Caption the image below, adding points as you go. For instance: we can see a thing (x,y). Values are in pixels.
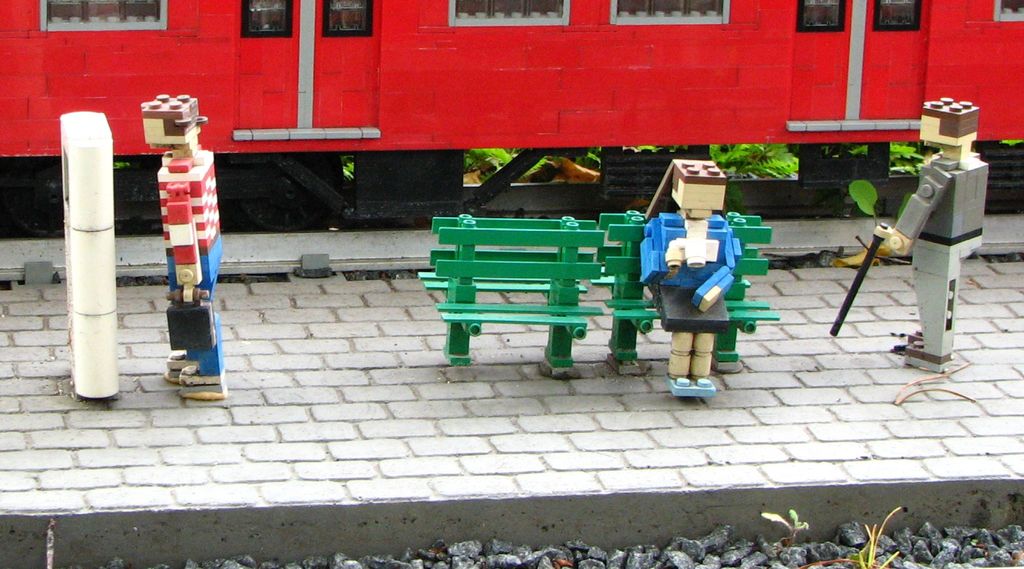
In this image a lady (674,330) is sitting on bench (635,301). In the background (556,63) there is a train (433,63). On the right (949,242) an old man (940,238) is standing. In the left (196,210) one man (196,243) is standing he is carrying a bag (192,333). All the persons (178,191) are made up of lego bricks (180,206). In the foreground (531,566) there are some pebbles (827,565).
